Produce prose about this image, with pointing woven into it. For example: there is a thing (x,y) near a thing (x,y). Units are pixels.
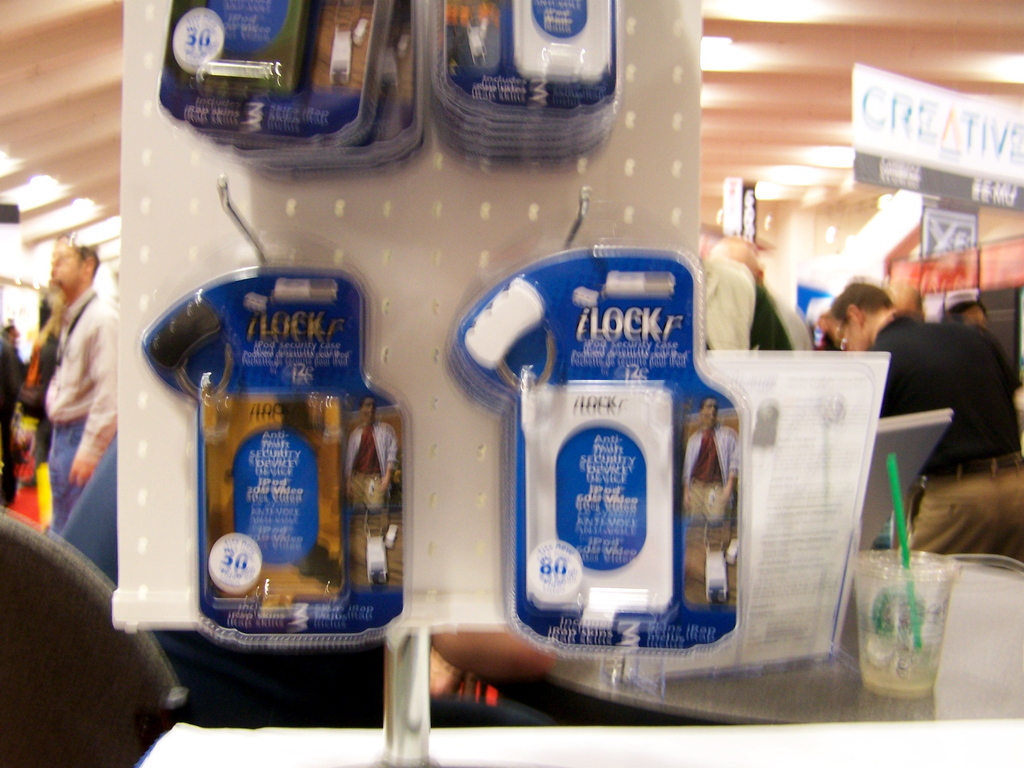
In this image there are a few packets (372,413) attached to the stand (432,268), there is a glass (890,647) and an object (801,606) on the table (833,691), there are few people (73,309) in the store (909,206) and boards (910,112) hanging from the roof (935,73).
